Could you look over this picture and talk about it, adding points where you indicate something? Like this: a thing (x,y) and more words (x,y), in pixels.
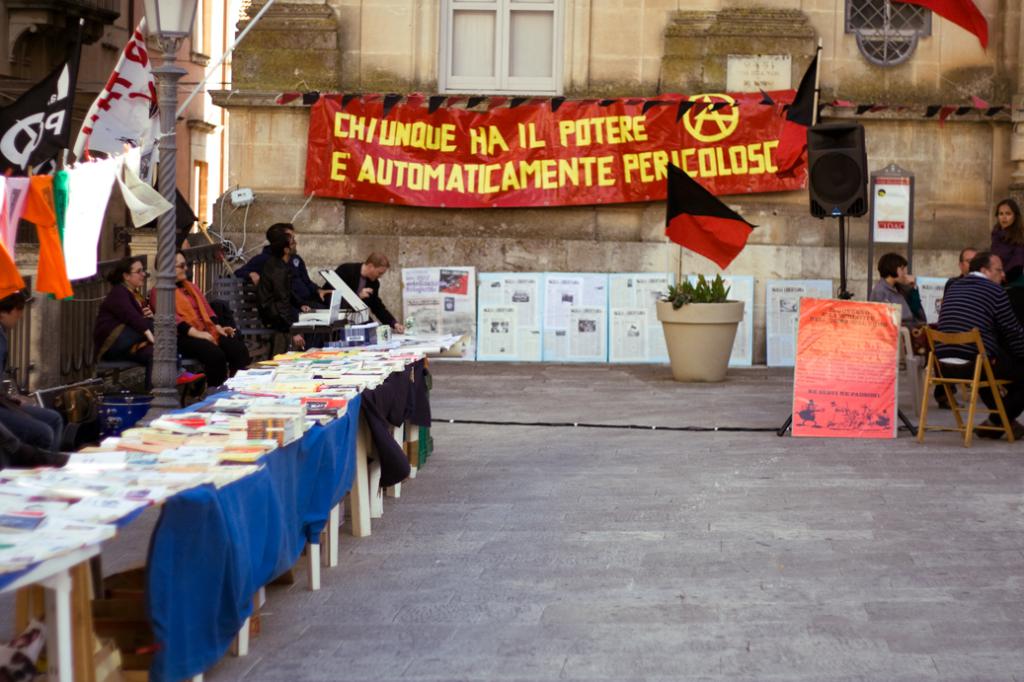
In this image there is a building (571,256), in which there is a banner (393,185) attached, there are some posters (518,295) attached to the wall (713,268) of the building (832,263), in front of the building (761,282) there is a flower pot (721,335), on which there is a flag (673,237), plant (716,285), speaker (849,186), board (882,225), pole (872,262), on the right side (904,326) there are few people (969,293) sitting on chairs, on the left side (52,553) there are some tables (196,407) on which there are some books (264,372), cloth (244,498) visible, there are few poles (174,341), rope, banner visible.
